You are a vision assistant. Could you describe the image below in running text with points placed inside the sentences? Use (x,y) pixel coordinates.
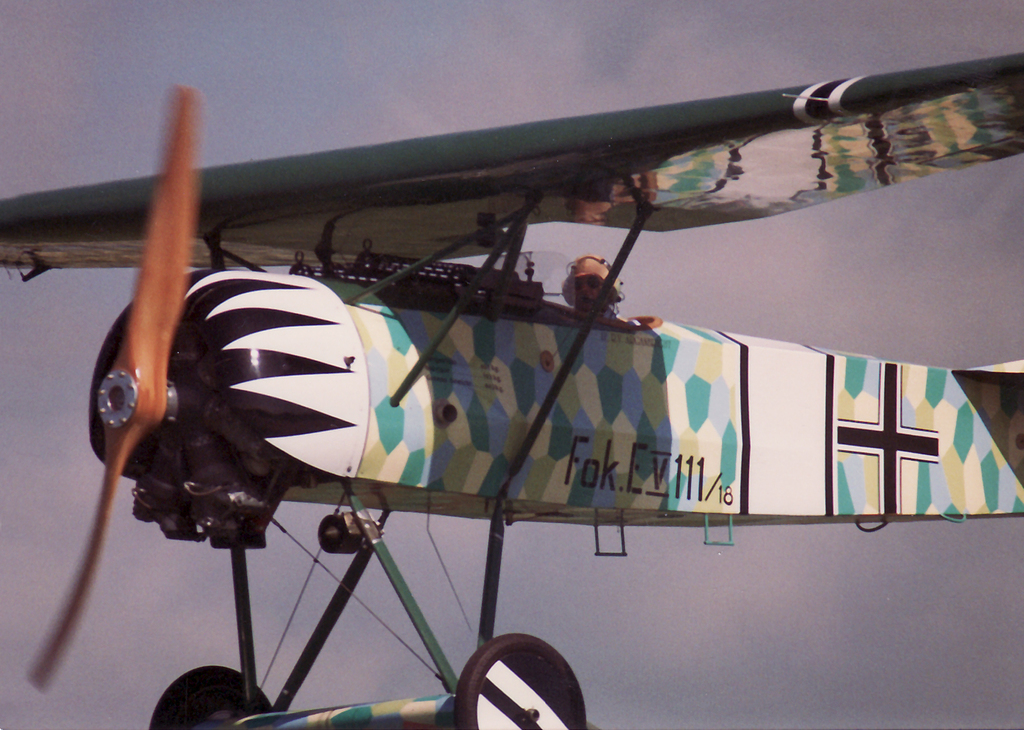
In the foreground of the image (360,347), there is an airplane (485,412) in the air (516,593) and a man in it. In the background (666,38), there is the sky (642,38).
